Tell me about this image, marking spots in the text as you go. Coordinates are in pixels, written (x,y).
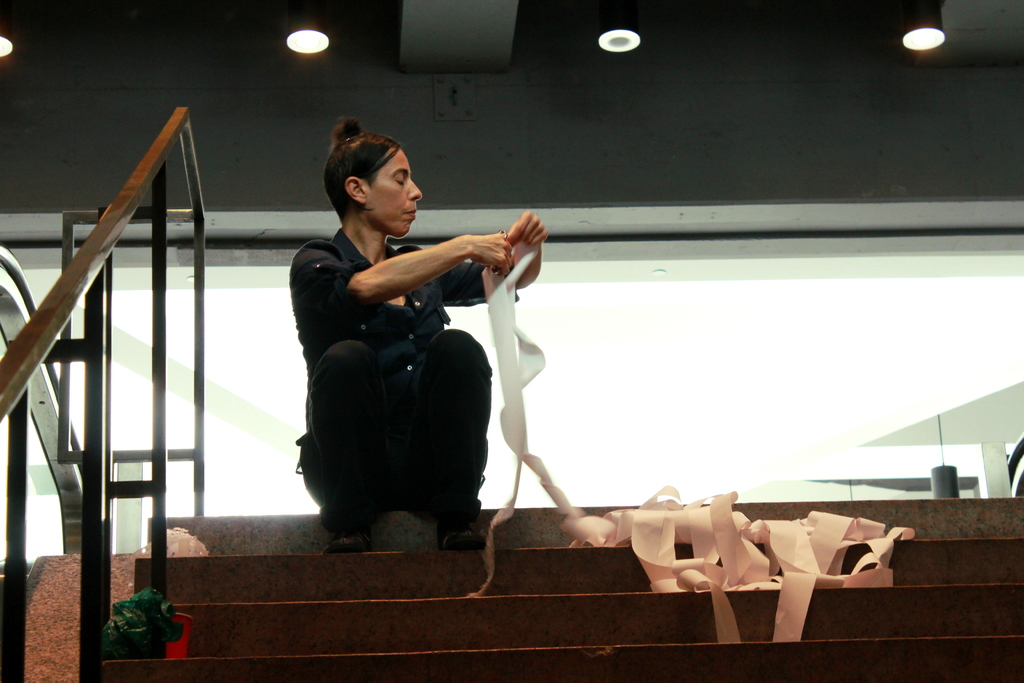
In this image we can see a woman (406,385) sitting on staircase (415,586) holding paper (489,290) in her hand (526,247). On the left side of the image (94,499) we can see railing (85,499), glass (180,304) and some object (147,631) placed on stairs (234,592). At the top of the image (457,49) we can see a pillar (469,36) and some lights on the roof (142,31).
